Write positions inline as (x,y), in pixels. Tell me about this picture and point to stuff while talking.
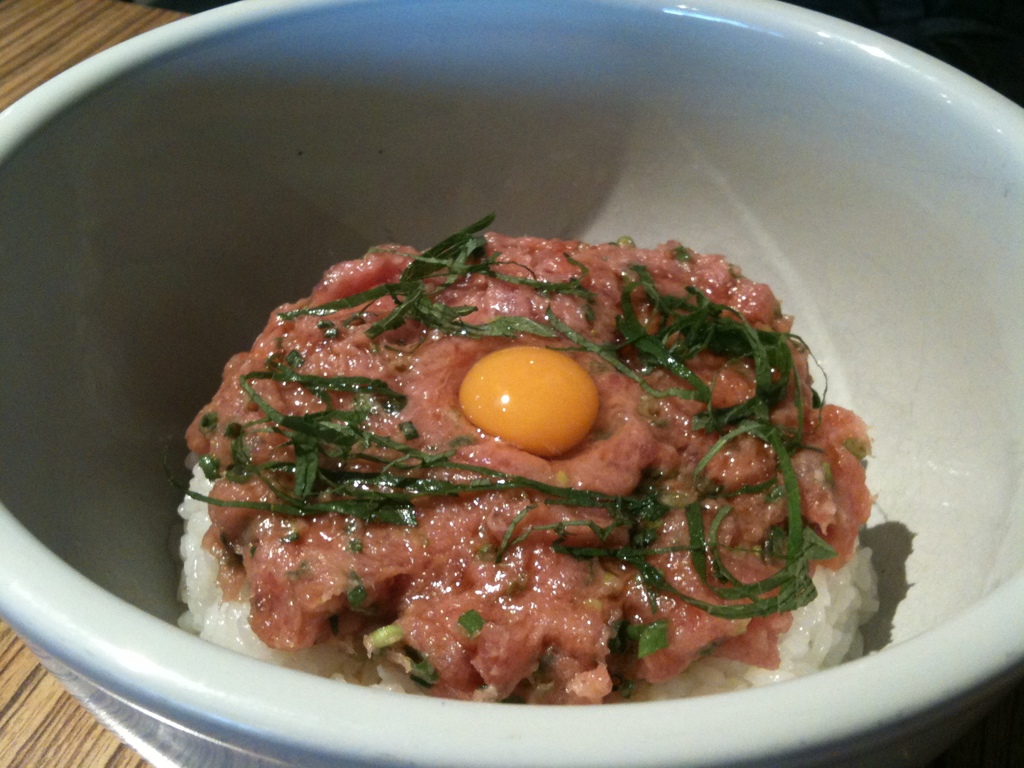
In this image I can see a bowl (190,80) on some wooden object (87,37) in which there is boiled rice (209,585), some food item (460,570) and on top of it there is egg yolk (523,401) and sprinkled green vegetable leaves (521,326).
